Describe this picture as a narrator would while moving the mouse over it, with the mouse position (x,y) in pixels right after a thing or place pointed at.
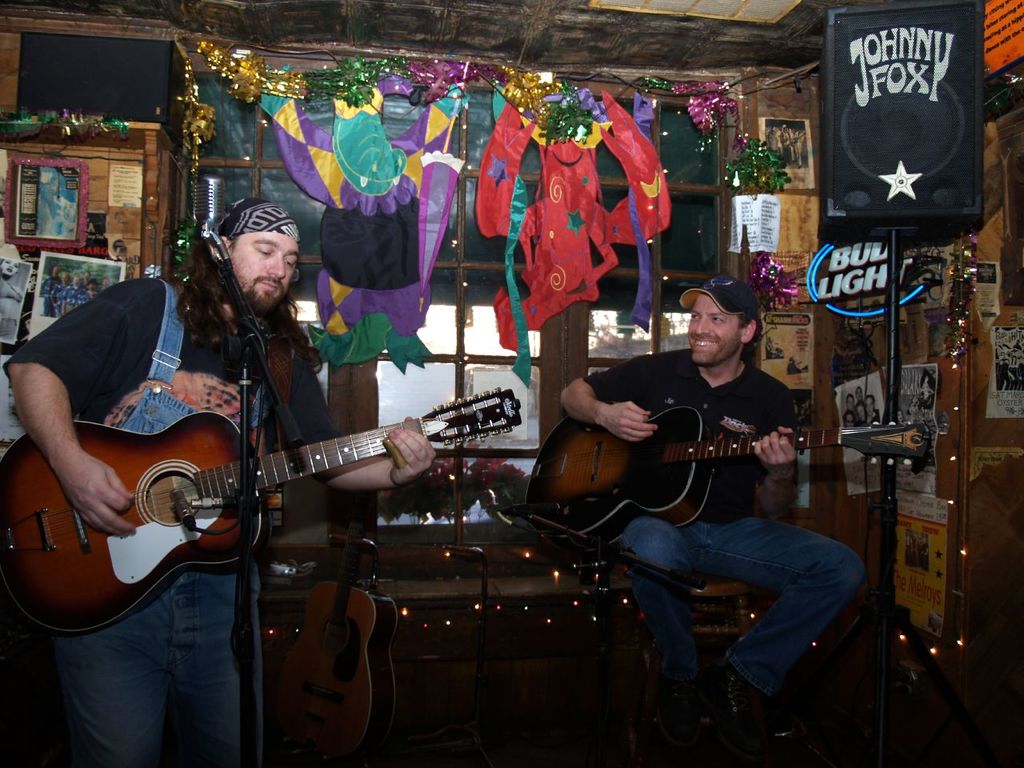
It is a party there are two men (201,367) and three guitars (286,464), one man (181,393) is standing and another one is sitting both of them are playing guitars (752,449) to the right side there is a speaker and in the background (578,277) there are decorative items (595,145) to the wall (829,524).
